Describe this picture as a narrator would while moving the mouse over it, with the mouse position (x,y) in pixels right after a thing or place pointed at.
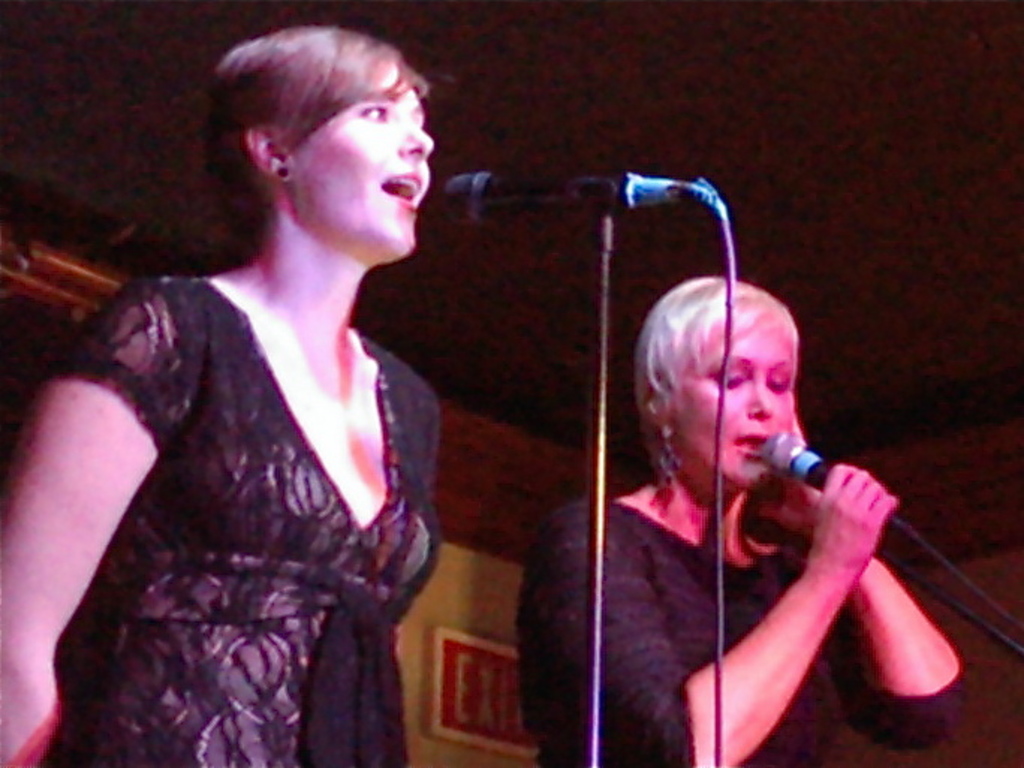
This picture shows two women (229,306) singing with the help of microphones (537,199).
